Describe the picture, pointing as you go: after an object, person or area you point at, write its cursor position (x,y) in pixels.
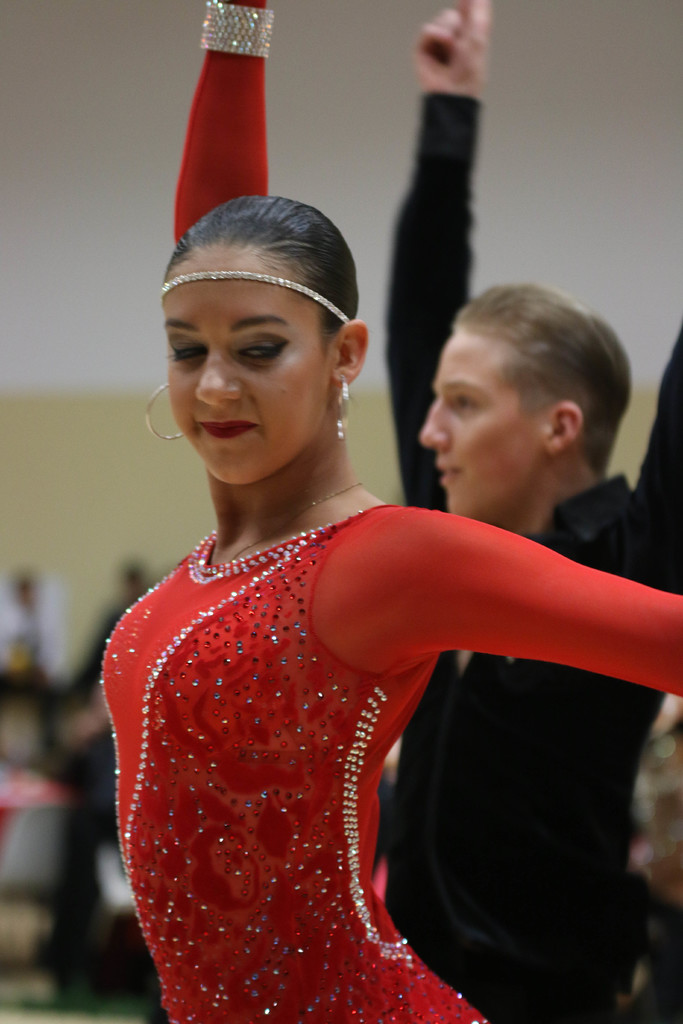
In the center of the image (229,440) we can see a lady (243,572) and a man (514,708) dancing. In the background (97,749) there are people (89,709) and a wall (97,442).
